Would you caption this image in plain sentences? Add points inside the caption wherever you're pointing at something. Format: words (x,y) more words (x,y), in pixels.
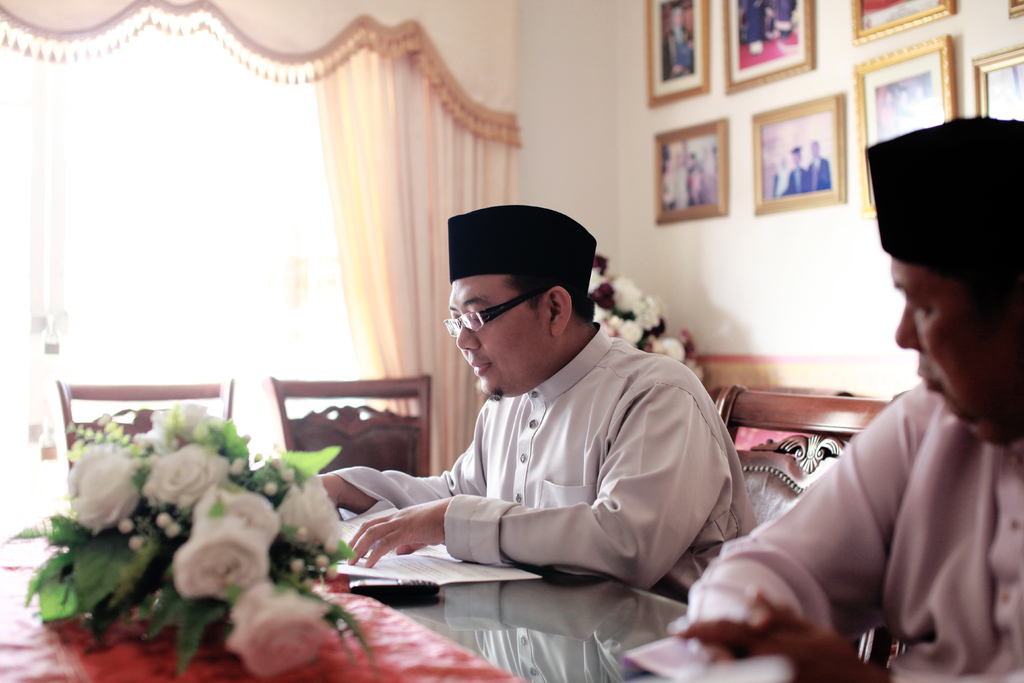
In the image I can see two people (546,370) who are wearing the caps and sitting in front of the table (163,656) on which there is a bouquet (241,573) and some papers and also I can see some frames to the wall (572,6).
